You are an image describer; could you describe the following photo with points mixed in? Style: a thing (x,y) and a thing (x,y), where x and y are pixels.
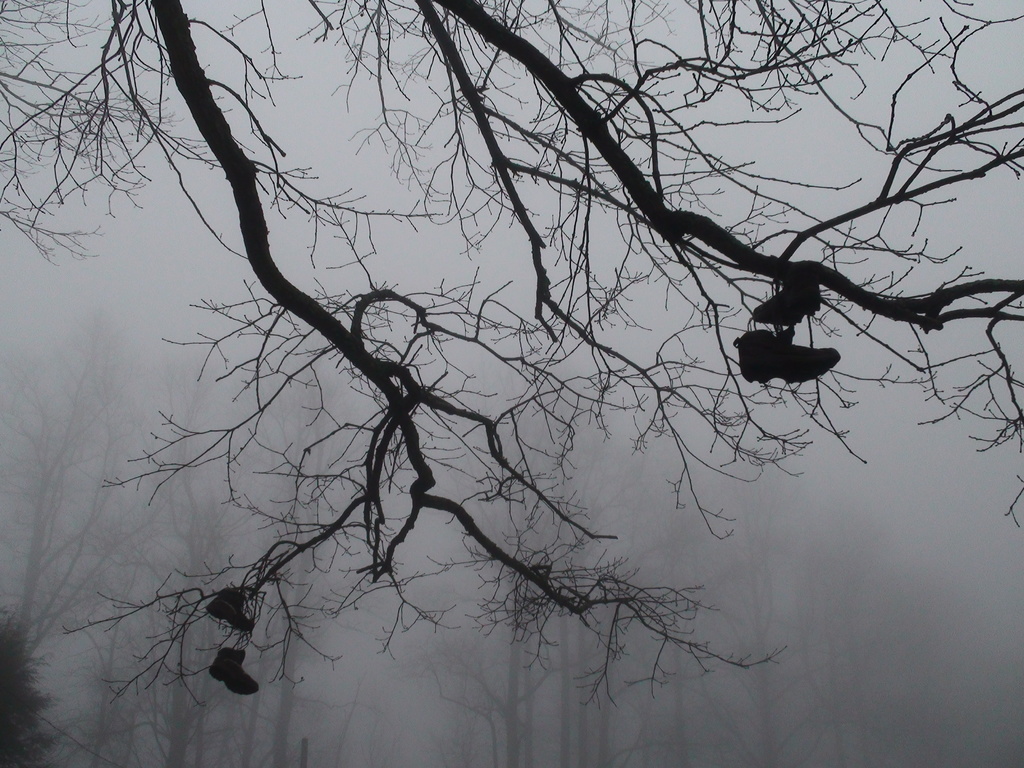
In the foreground of this image (267,262), there are branches (540,259) of a tree (583,154) without leaves and it seems like there are shoes (781,341) on it. In the background (861,502), there are trees (173,719) and the fog (884,545).
